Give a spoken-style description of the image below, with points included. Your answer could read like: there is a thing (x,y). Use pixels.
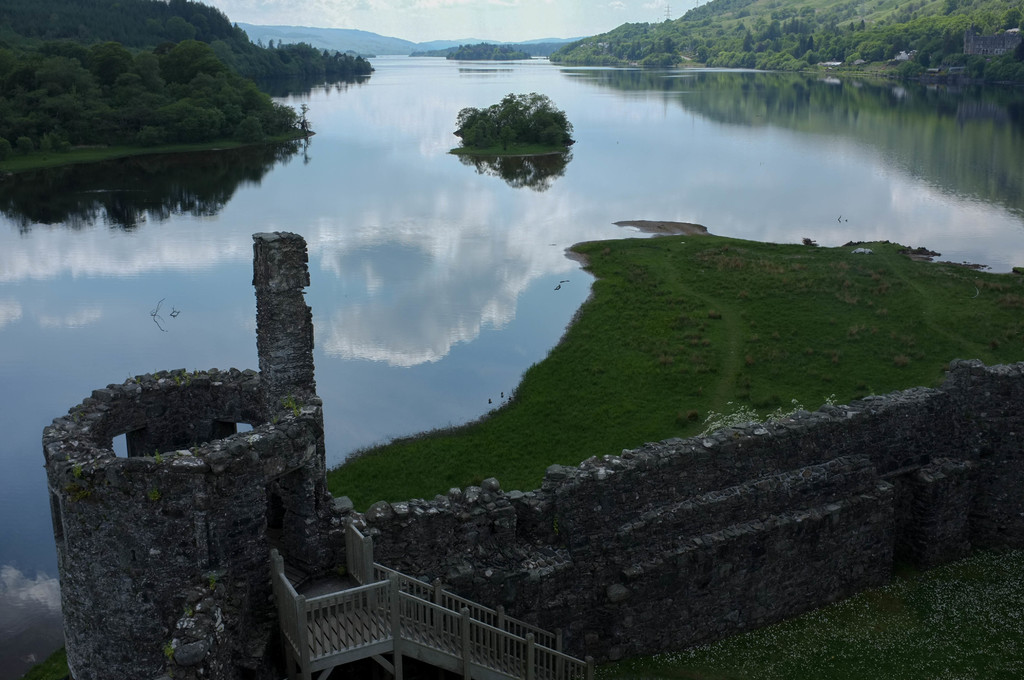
In this picture I can see stairs (445,611), there is water (438,273), there are plants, grass (662,300), trees (171,6), there are hills (372,32), and in the background (512,31) there is sky (438,11).
